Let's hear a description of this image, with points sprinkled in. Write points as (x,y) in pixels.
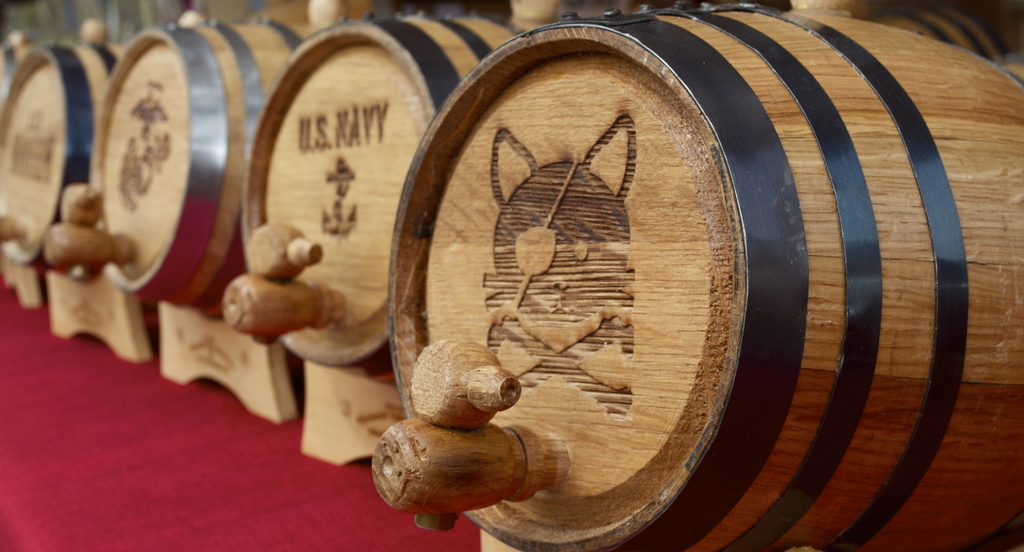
In this image, we can see liquid drums (683,253).
